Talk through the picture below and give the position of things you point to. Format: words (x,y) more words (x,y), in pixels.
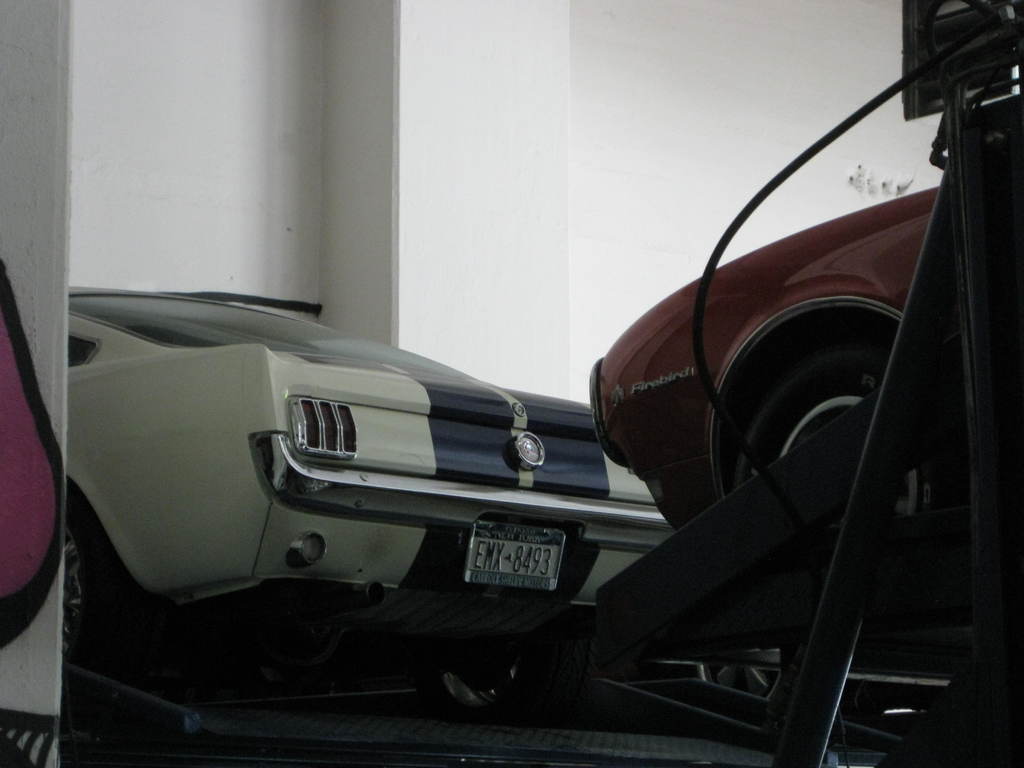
In the image we can see some vehicles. Behind the vehicles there is wall (362,16).
